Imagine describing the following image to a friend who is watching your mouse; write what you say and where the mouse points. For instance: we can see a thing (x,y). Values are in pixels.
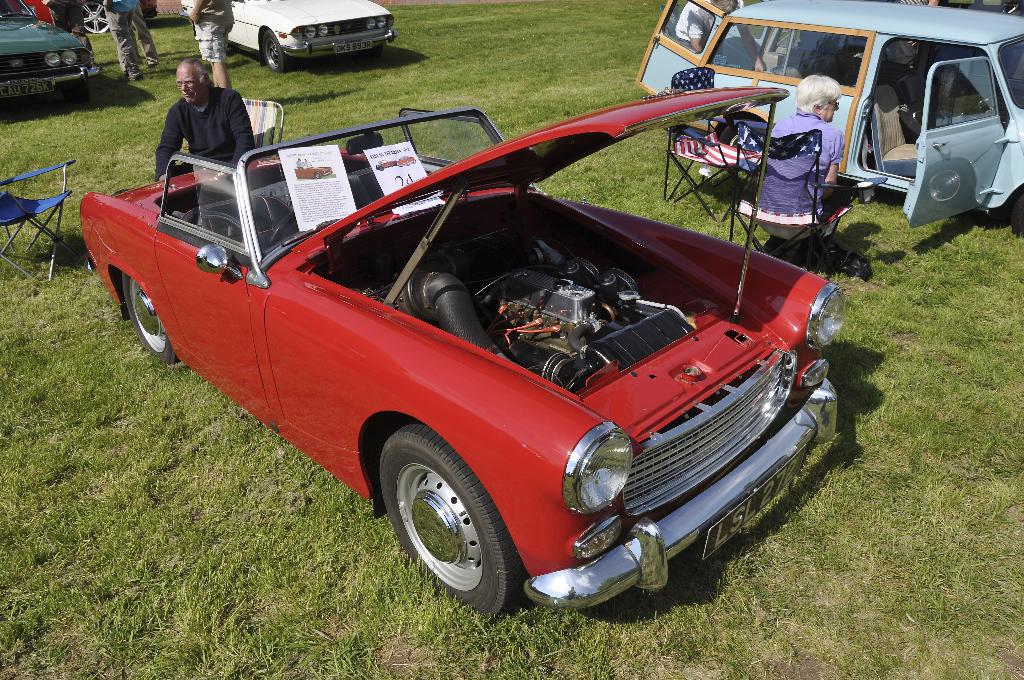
In this image there are cars (660,61), there are person (831,148) sitting on the chair (798,172), there are persons (67,20) truncated, there is a chair (49,234) truncated towards the left of the image (28,212), there is a car (906,92) truncated towards the right of the image (918,95), there are posters (331,185) on the cars (360,223), there is a text (330,186) written on posters (316,192).
